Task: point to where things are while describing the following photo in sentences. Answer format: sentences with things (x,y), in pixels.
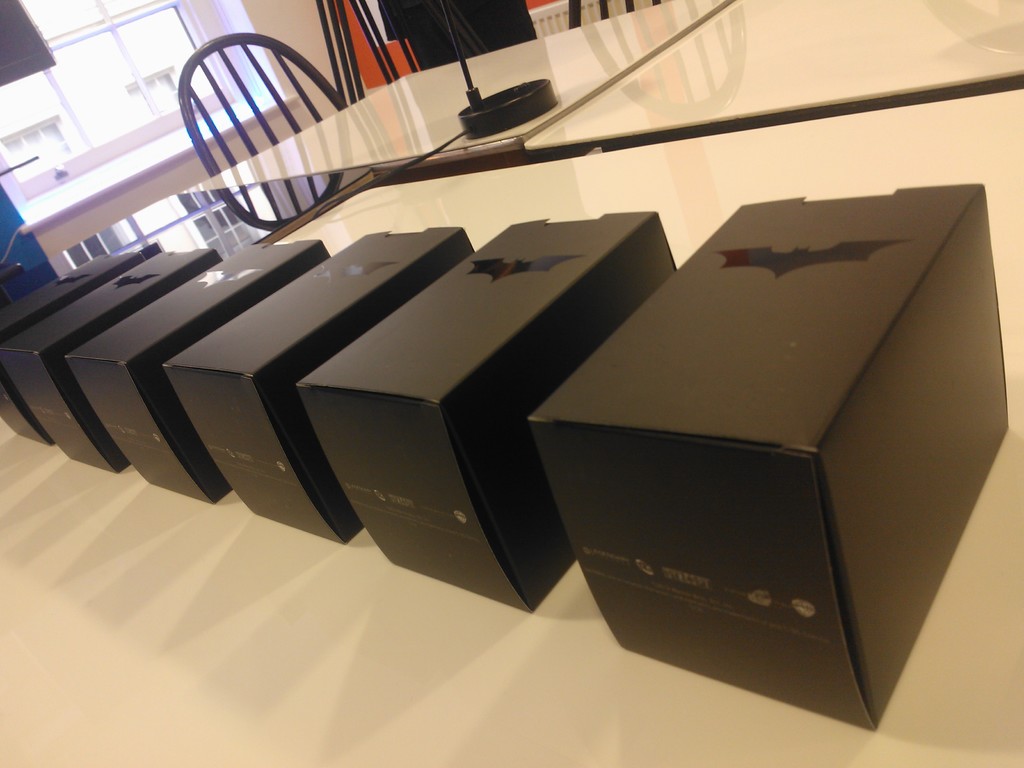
Here I can see few black color boxes (362,333) on a table (294,710). Beside the table (427,70) there are some chairs (574,24). In the background (67,43) there is a window (94,69).
